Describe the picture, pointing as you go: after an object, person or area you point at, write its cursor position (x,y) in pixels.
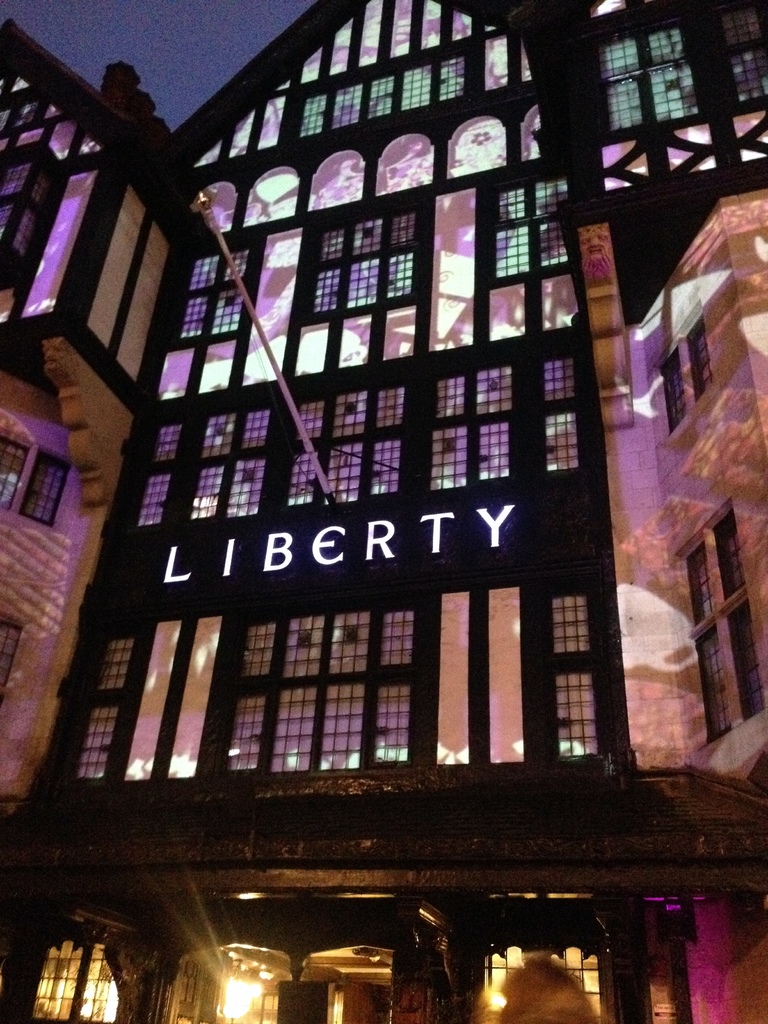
In this image we can see a building (367,629) with some text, there are some windows (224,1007), doors (367,1011), lights (239,989) and a pole (260,326).
